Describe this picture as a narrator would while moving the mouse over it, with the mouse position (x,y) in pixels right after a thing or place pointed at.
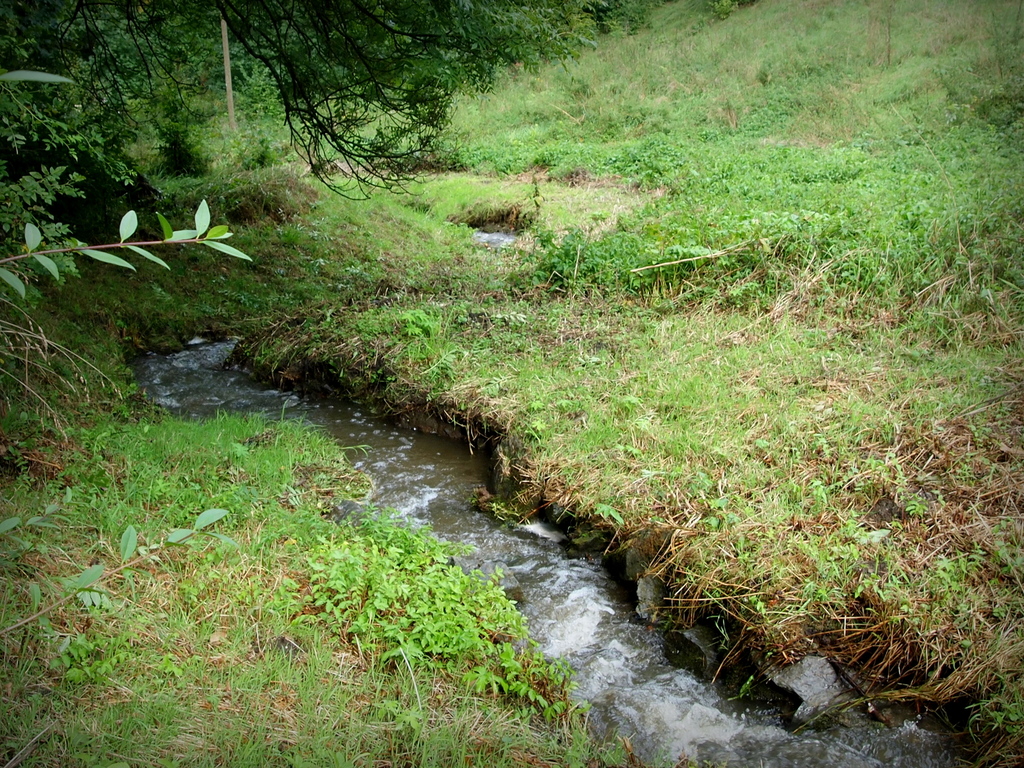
In this image I see the green grass (157,762) and I see few plants (379,620) and I see the water (615,706) over here and I see the leaves (486,28) on the stems (310,77).
